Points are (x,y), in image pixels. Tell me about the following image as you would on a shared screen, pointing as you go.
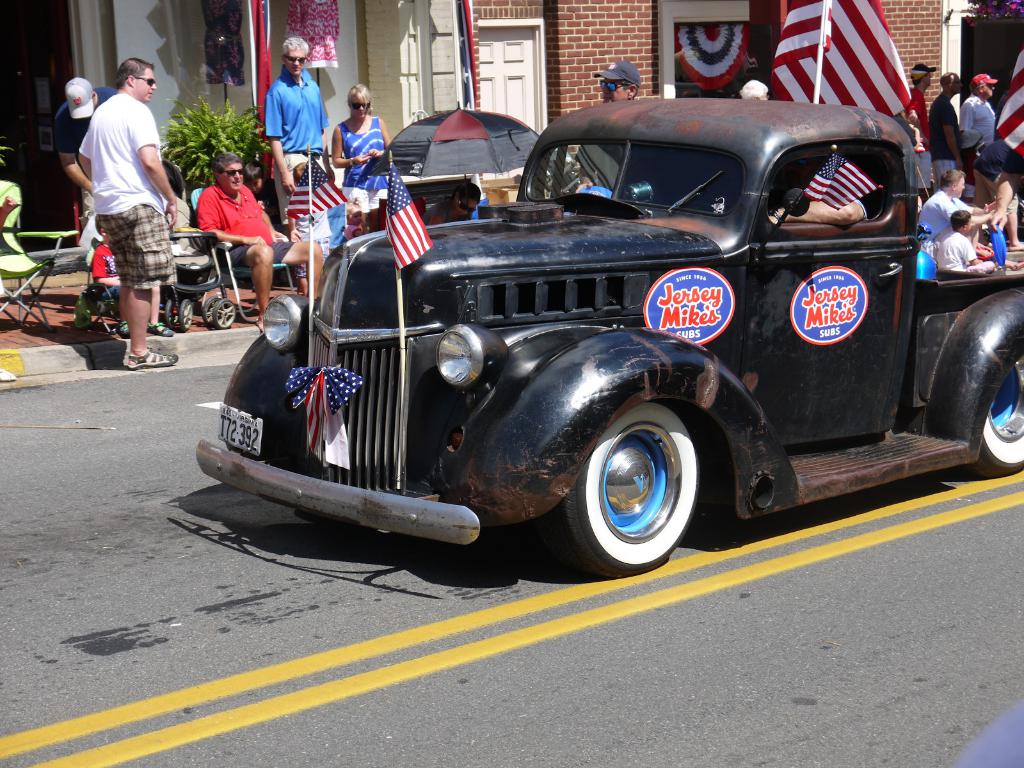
In the image we can see there is a car (589,456) in which people (990,211) are sitting and on the footpath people (258,232) are sitting and standing.
